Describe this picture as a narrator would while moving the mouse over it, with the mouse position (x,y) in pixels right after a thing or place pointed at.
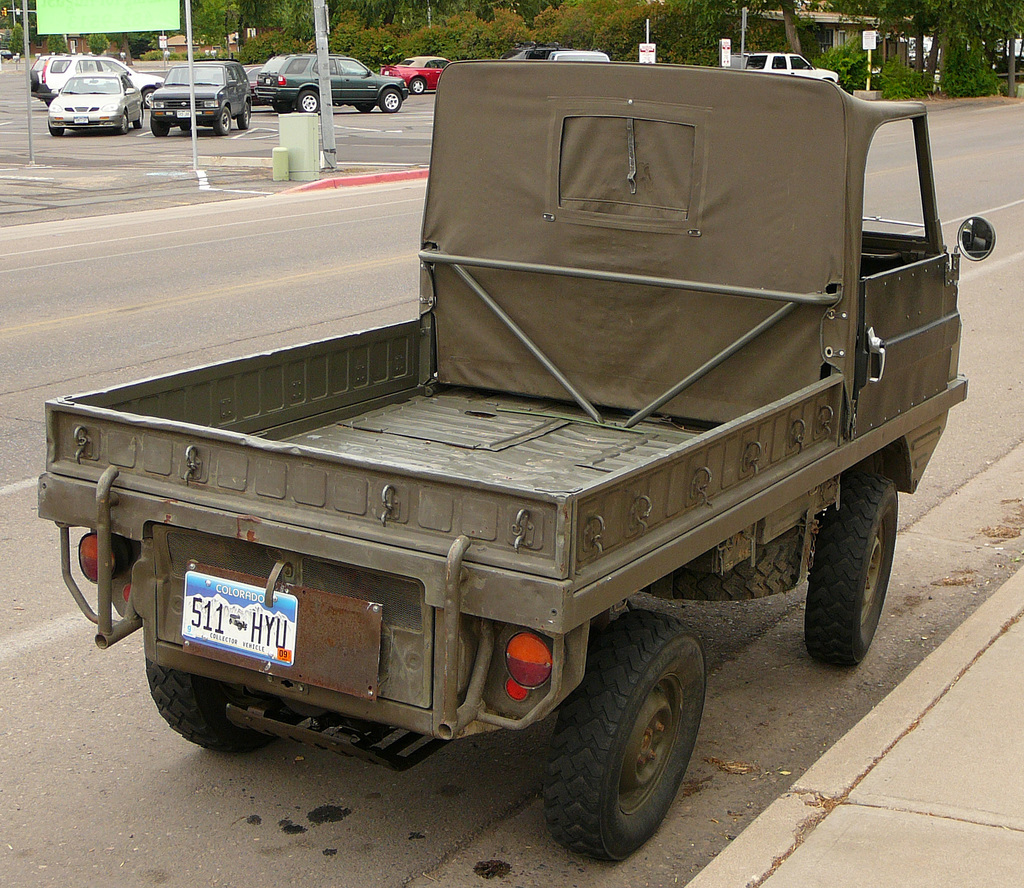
In this image we can see group vehicles (259,83) parked on the ground (87,133). On the left side of the image (329,90) we can see a group of poles (328,127), board (44,14). In the background (32,20), we can see signboards (650,44), group of trees (346,4) and building (853,32).
